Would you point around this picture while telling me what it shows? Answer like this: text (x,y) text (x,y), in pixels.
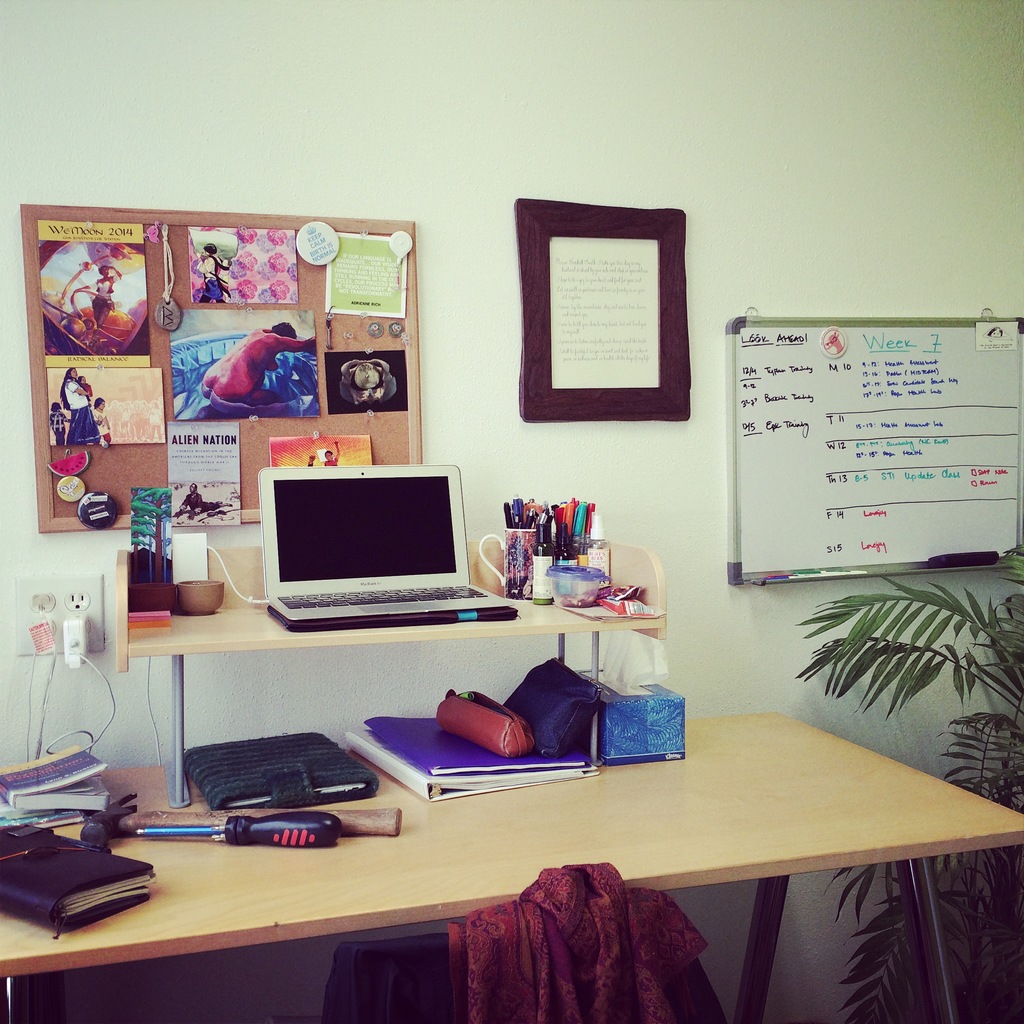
This picture shows a table (400,853) on which some files (442,791), purse (484,741) and some books (68,843) are placed. We can observe a laptop (355,580) and a board (205,349) to which some papers (144,335) were stuck. There is a photo frame (617,358) and white board (780,410) attached to the wall (612,141) in the background (844,410).
